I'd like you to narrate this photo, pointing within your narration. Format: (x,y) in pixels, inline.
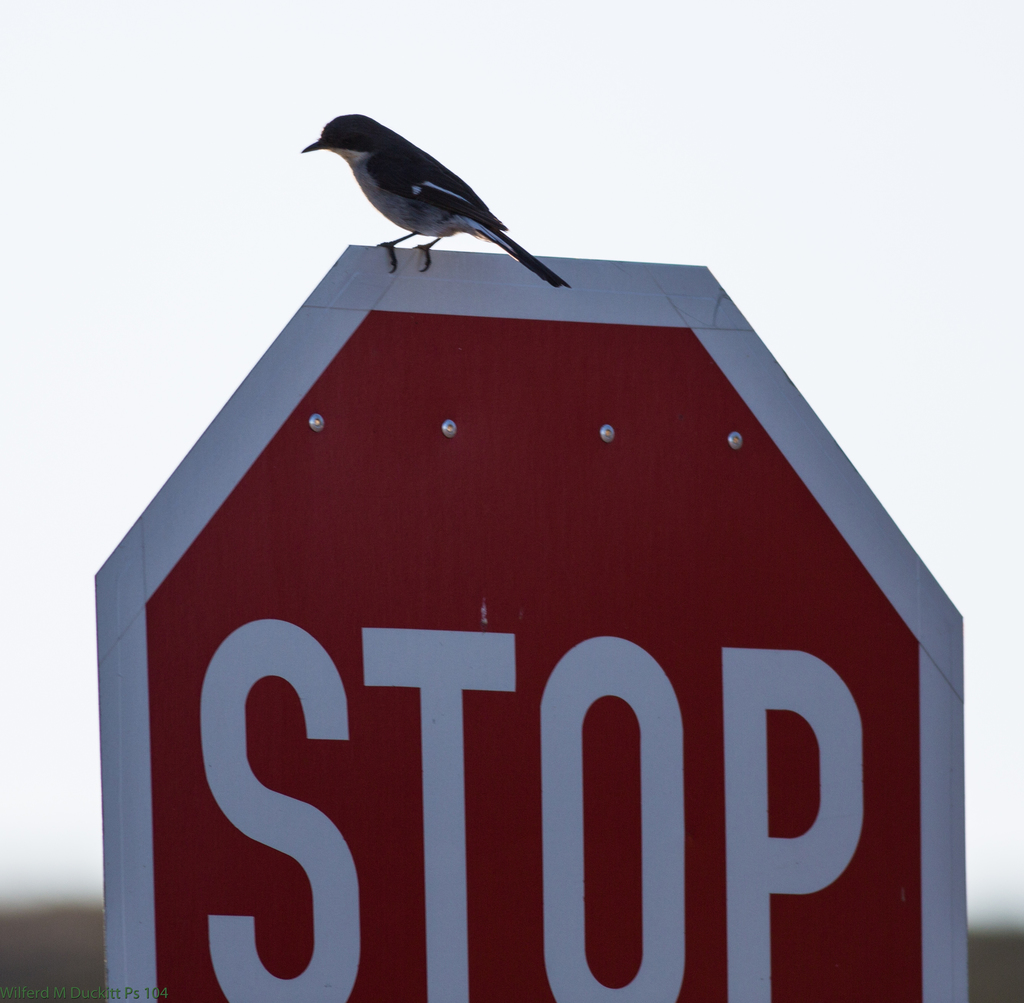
On this signboard (624,978) we can see a bird (419,233). Background (908,434) it is in white color. Left side (78,992) bottom of the image (60,992) there is a watermark (106,992).
